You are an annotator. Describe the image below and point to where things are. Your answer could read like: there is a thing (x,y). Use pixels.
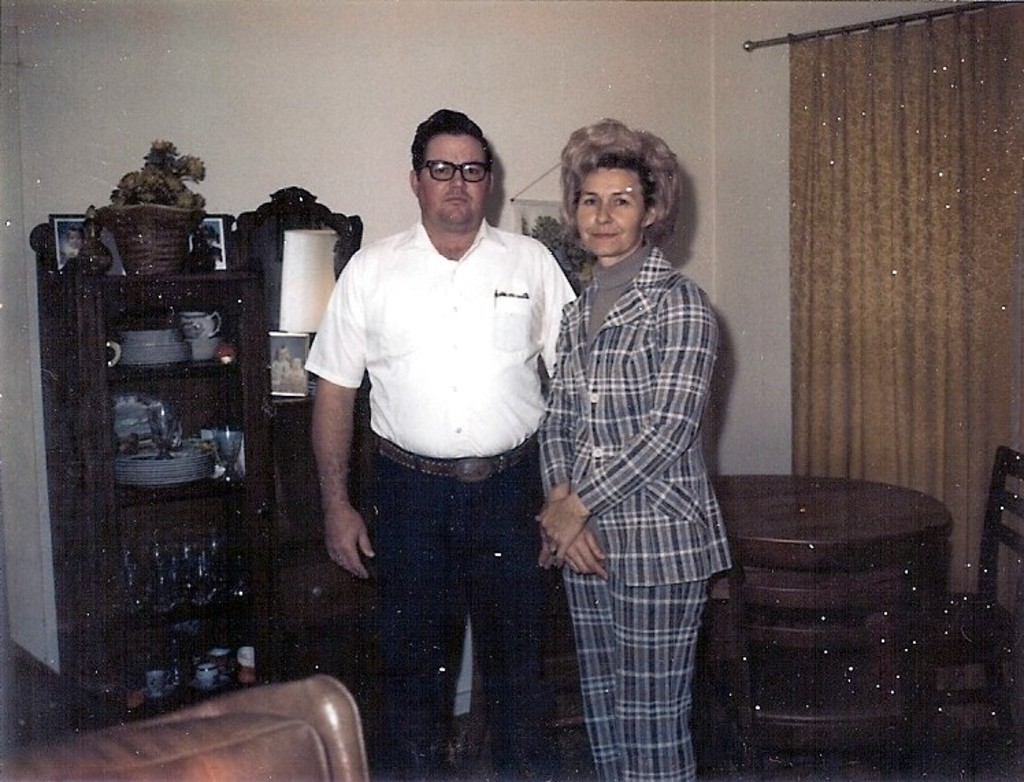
In this picture there are two persons (479,395), one woman (625,522) and a man (403,615), woman (634,226) is smiling and in the background (239,653) there is crockery (129,480), there is a plant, a photo frame (288,361) and onto the right the chair (945,603) table (866,504) is a curtain (844,140) and a wall (353,65).
